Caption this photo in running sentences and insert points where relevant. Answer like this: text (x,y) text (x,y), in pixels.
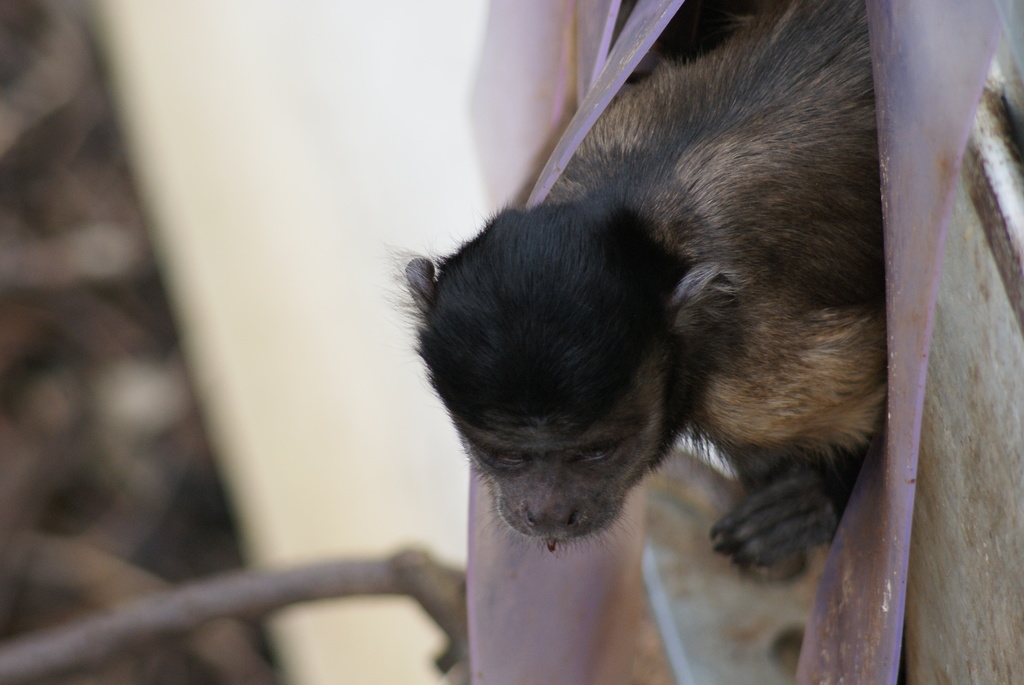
In this picture we can see an animal (626,213). There are a few white objects (904,66) on the right side (971,680). We can see a blur view on the left side (230,100).
